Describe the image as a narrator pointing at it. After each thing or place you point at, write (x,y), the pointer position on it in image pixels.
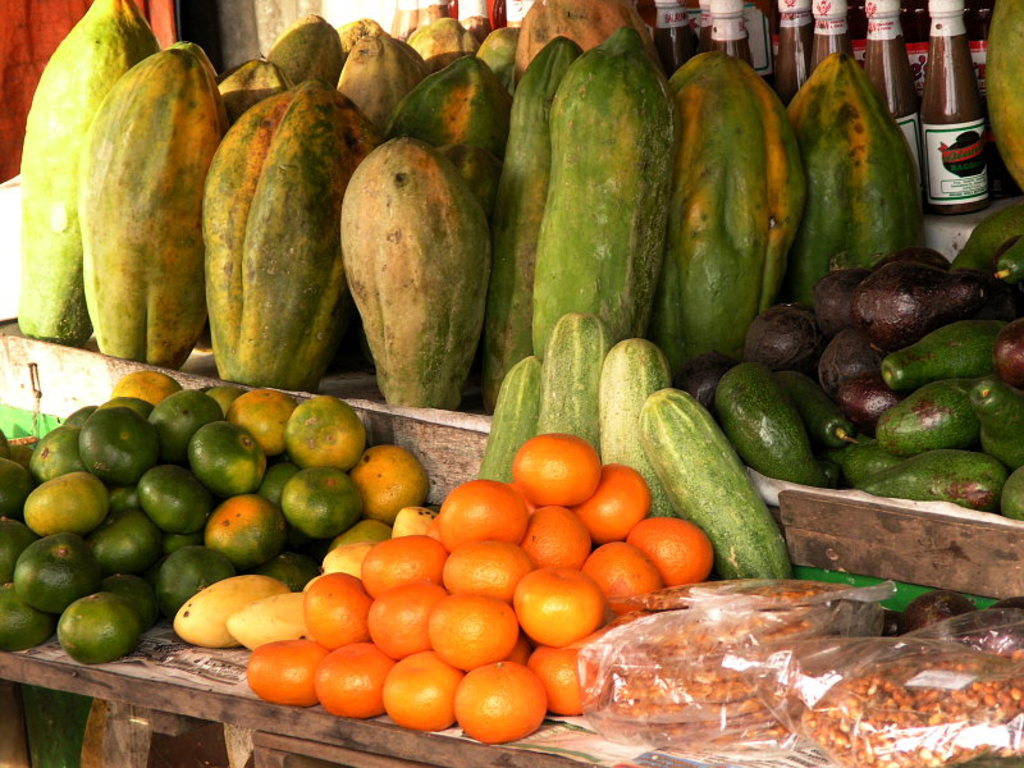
In this image there is a table (353,380) and we can see oranges (344,590), papayas (529,308), bottles (906,93), avocado (751,430), cucumber (669,410) and some covers (711,655) placed on the table (176,667).
